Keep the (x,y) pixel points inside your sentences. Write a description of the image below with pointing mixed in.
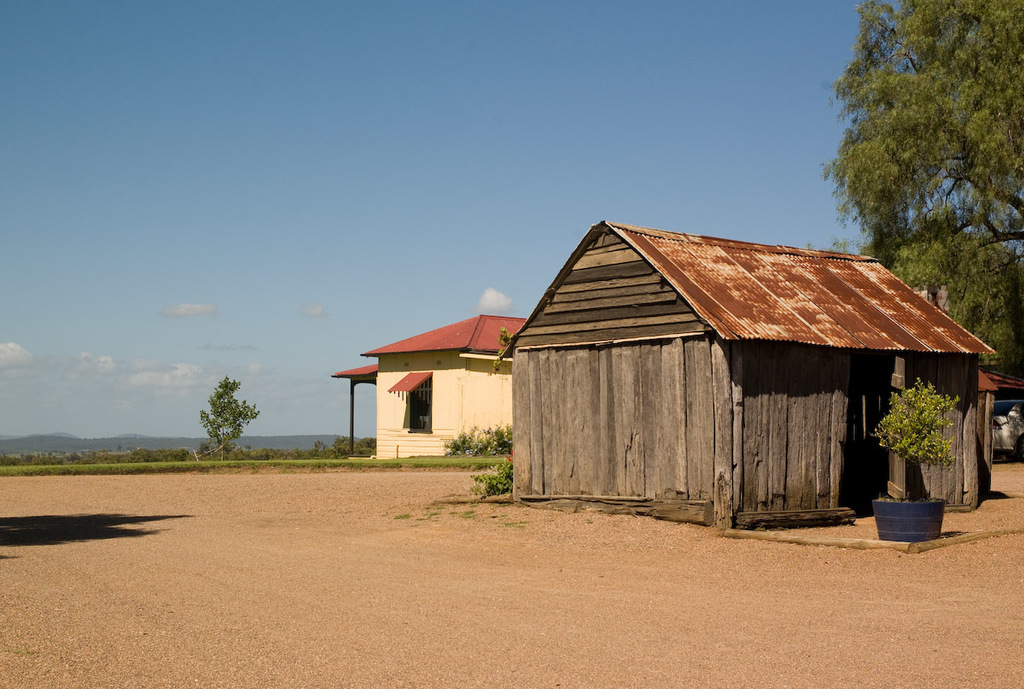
In this image we can see two houses (531,378). At the bottom of the image (571,672), we can see the land (676,622). On the right side of the image (932,456), we can see potted plant (944,443) and a tree (982,282). In the background (364,444), we can see greenery (332,440). At the top of the image (545,110), we can see the sky (445,148).
